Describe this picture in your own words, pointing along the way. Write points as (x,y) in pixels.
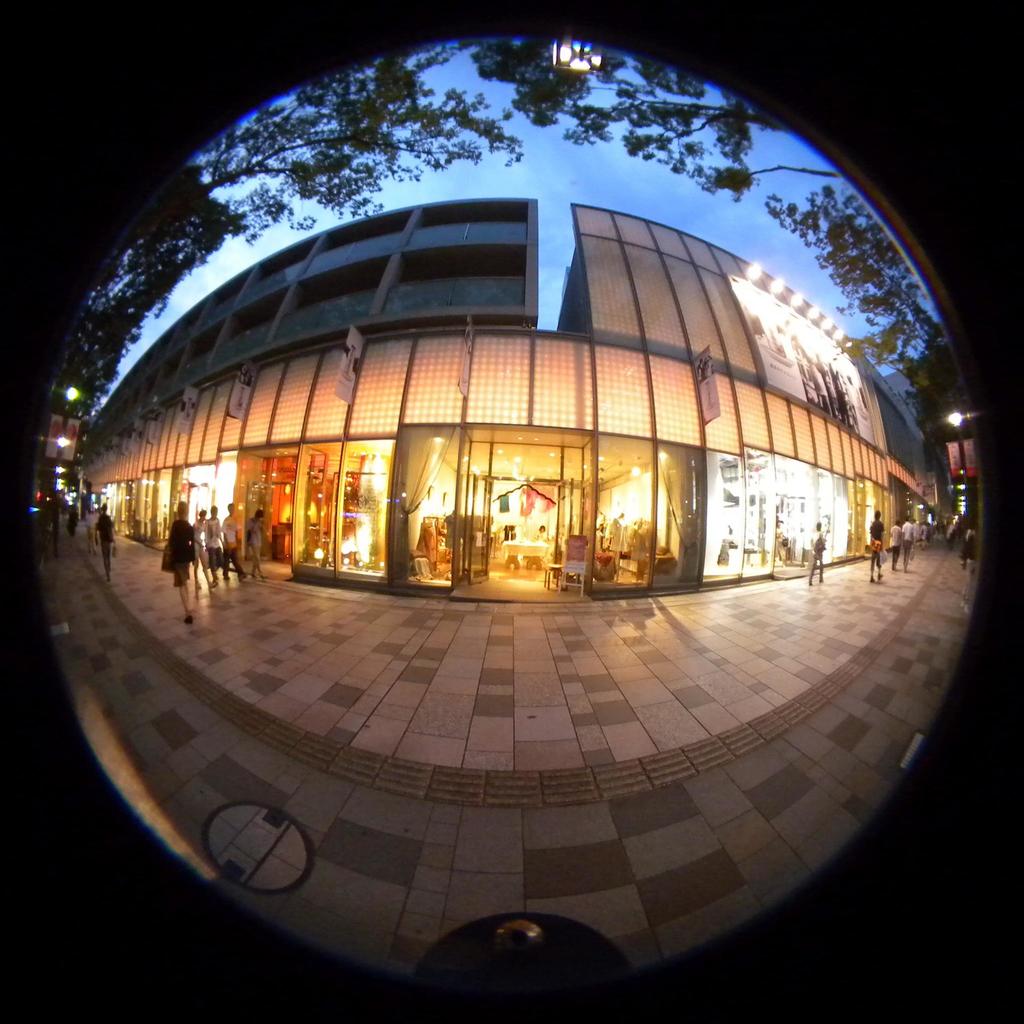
In this image we can see some persons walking through the floor (240,664) and in the background of the image (498,364) there is building (515,402), store (438,462) and top of the image (487,181) there are some trees (143,235) and clear sky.
